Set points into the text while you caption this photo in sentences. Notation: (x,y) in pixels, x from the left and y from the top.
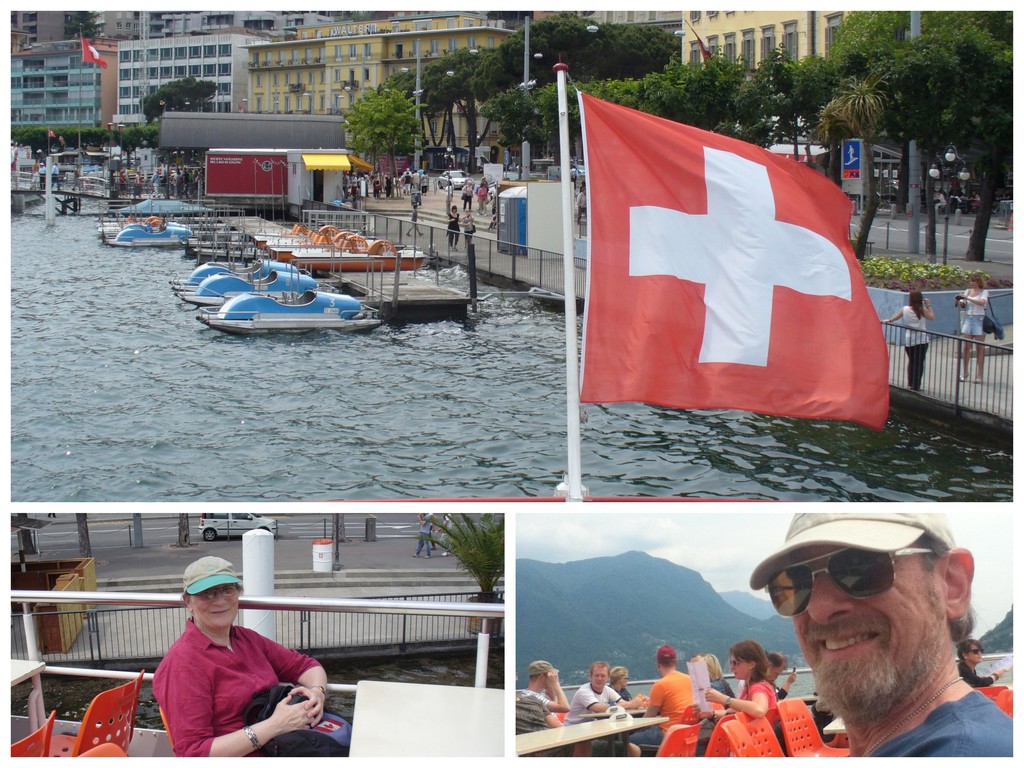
This image is a collage of three images. This image is taken outdoors. At the top of the image (31,254) there is a river (314,373) with water (240,346) and a few boats (255,287) and there is a flag (681,250) and there are a few trees (398,118) and many buildings (242,53) and there are a few people (979,281). At the bottom of the image (275,666) there are a few people (886,660) sitting on the chairs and there are a few hills (762,623). A woman (253,641) is sitting on the chair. There is a table (388,726), a railing (39,593) and a car (245,515) is moving on the road (322,534).
